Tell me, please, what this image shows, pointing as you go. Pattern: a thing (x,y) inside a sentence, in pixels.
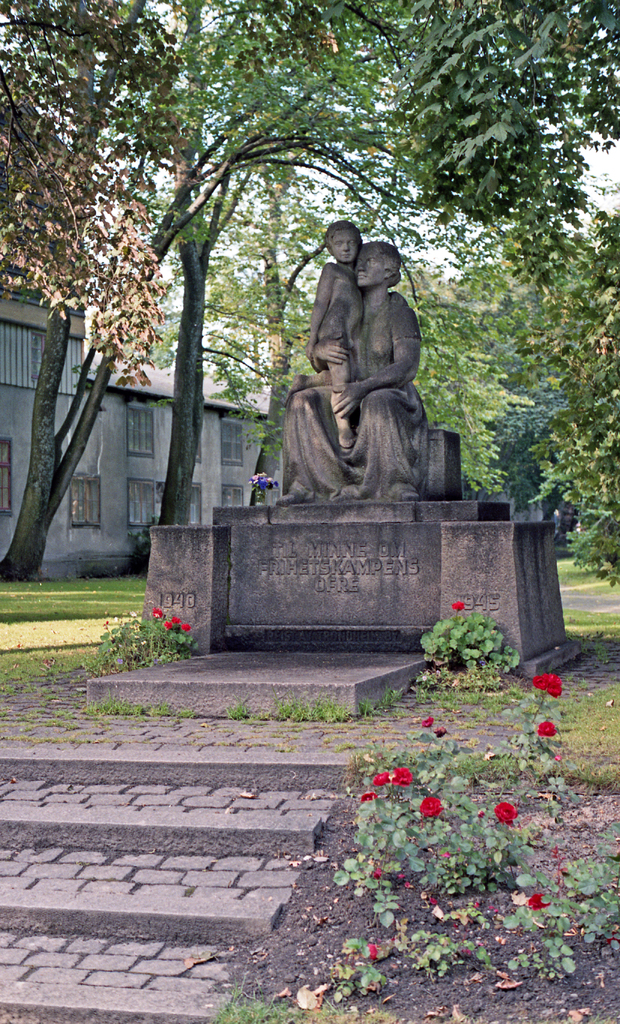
In this image, we can see a statue (343,484) on an object (361,555) with some text (297,574). We can see some stairs (181,847) and plants (437,788) with flowers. We can see the ground (471,727), some grass (576,725), trees (117,351). We can also see a building (57,416) and the sky (283,206).
